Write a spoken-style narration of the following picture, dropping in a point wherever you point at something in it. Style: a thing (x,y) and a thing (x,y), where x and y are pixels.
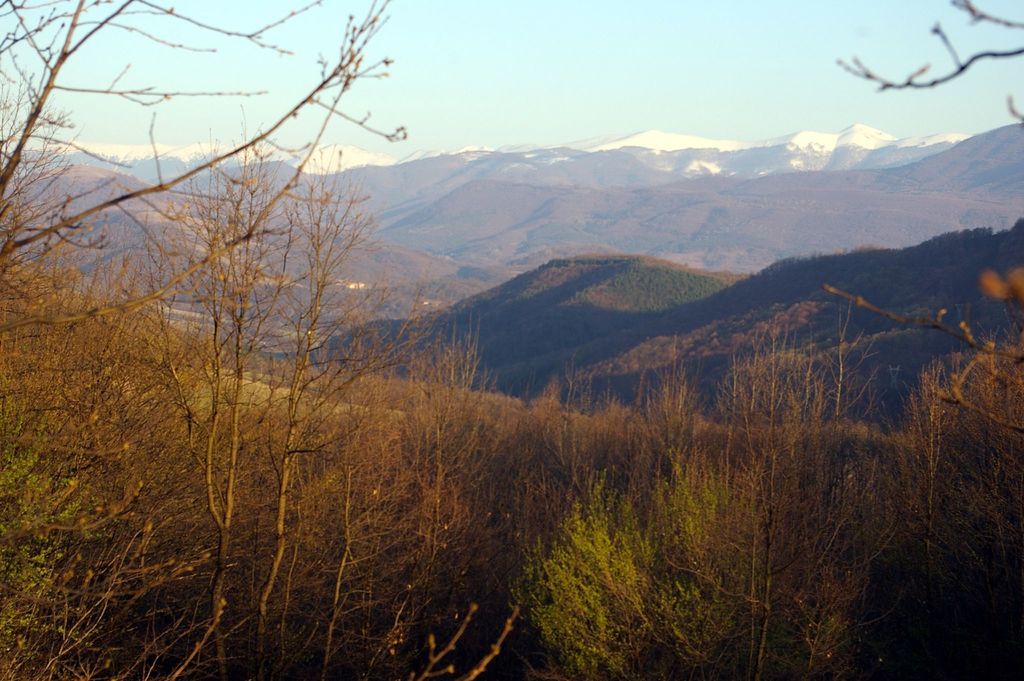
There are plants (342,455) and grassland (226,383) in the foreground area of the image (456,382), there are mountains (504,164) and the sky (451,0) in the background (569,137).
